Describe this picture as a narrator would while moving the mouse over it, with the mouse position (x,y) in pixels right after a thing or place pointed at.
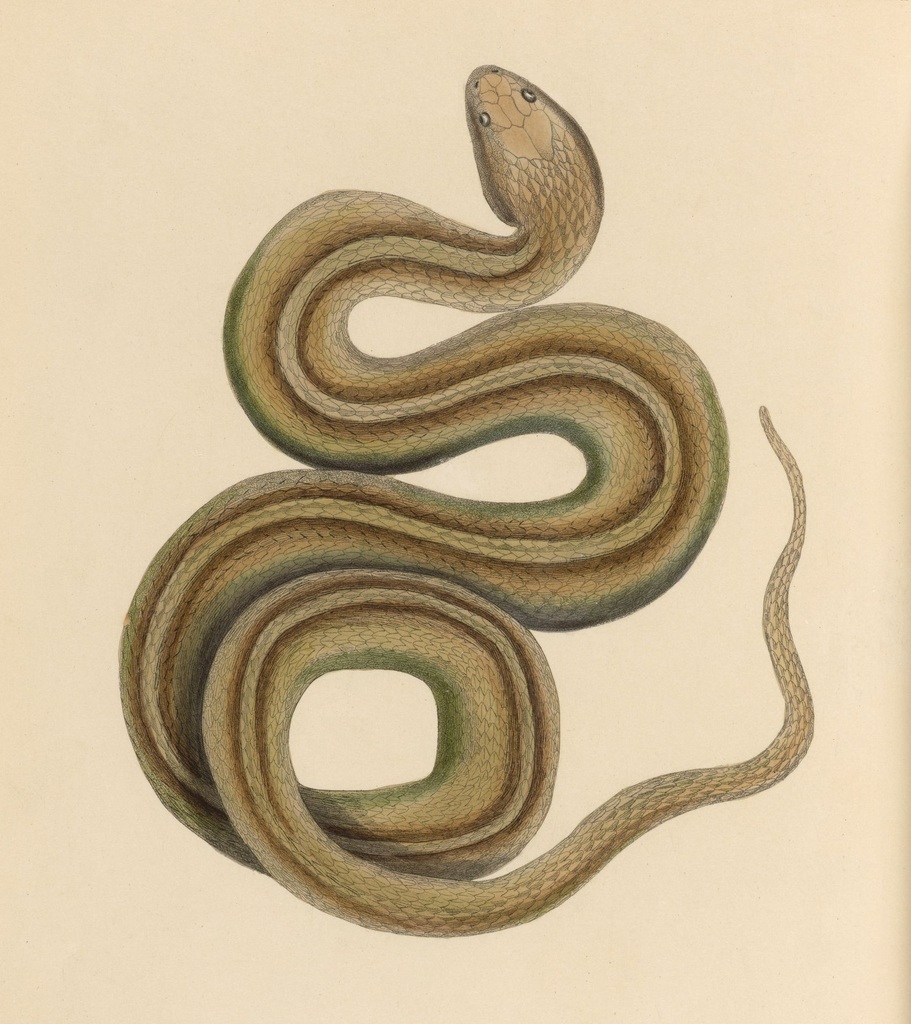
In this image there is a painting (628,343) of a snake (628,327).
